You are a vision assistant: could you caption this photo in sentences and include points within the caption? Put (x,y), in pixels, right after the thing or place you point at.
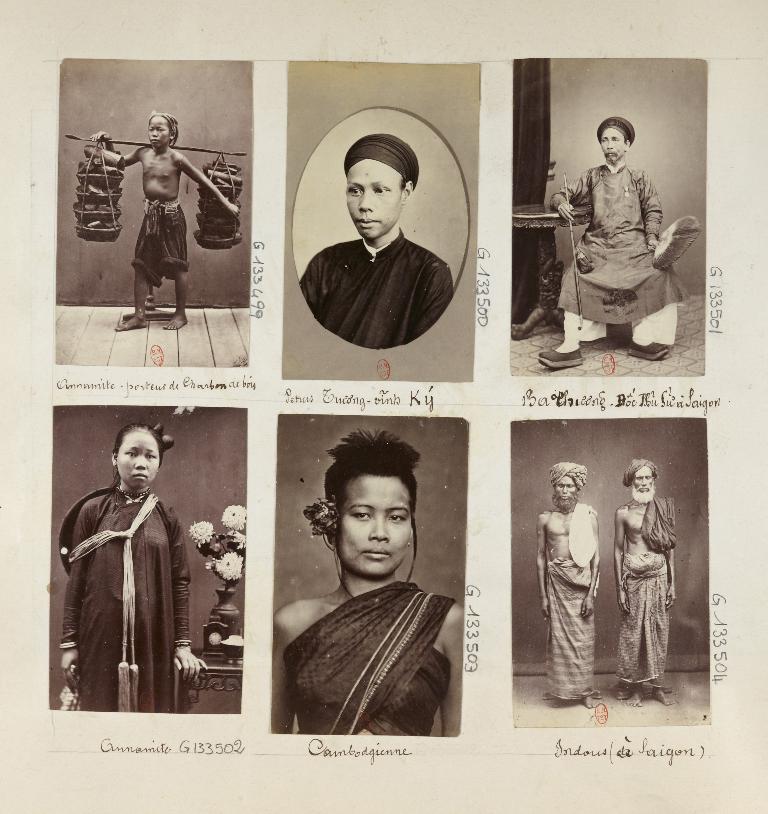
In this image we can see a paper (541,764) and on the paper (159,371) we can see different human images (572,461) with names (392,399). We can also see the numbers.
